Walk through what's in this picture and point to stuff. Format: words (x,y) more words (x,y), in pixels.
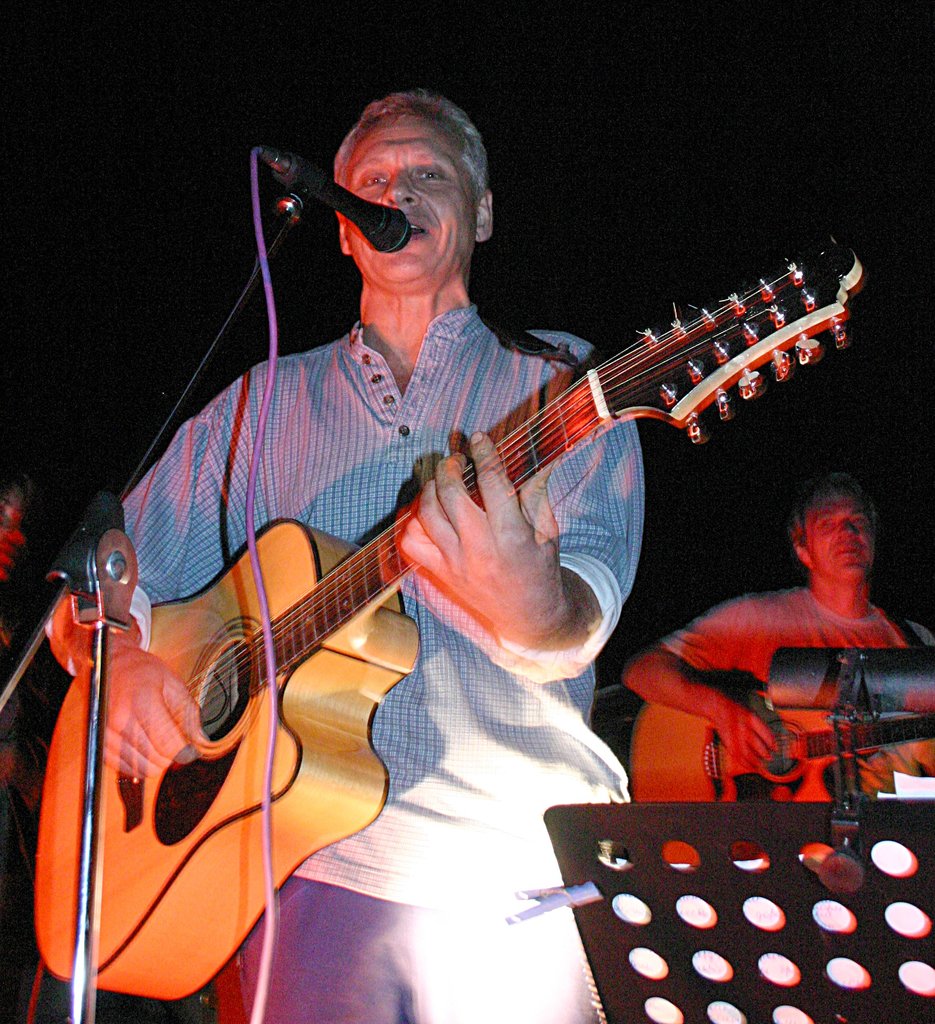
This picture shows a man (425,714) playing guitar (237,901) and singing with the help of a microphone (357,203) and we see another person (917,630) seated and playing guitar (798,762) on his back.
